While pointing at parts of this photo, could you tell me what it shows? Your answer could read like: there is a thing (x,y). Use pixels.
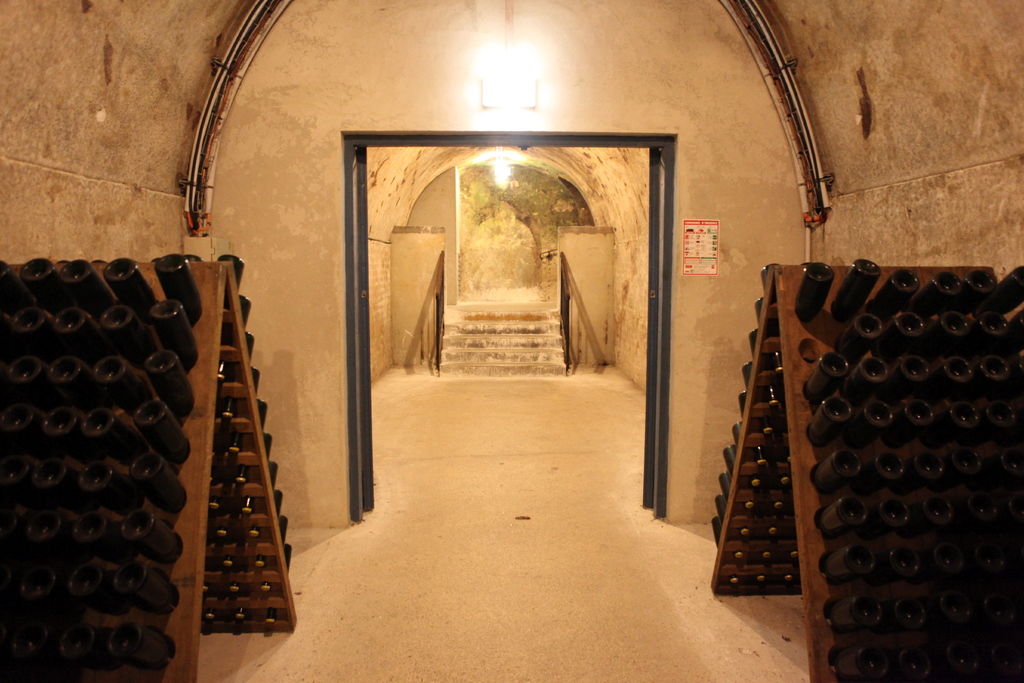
This is an inside view of a building (488,311) and here we can see wine racks (195,380) and bottles (116,509) and there are stairs (488,332) and there is a poster (693,264) on the wall (681,300) and we can see pipes (778,58) and lights (518,83). At the bottom (479,561), there is a floor (465,541).
